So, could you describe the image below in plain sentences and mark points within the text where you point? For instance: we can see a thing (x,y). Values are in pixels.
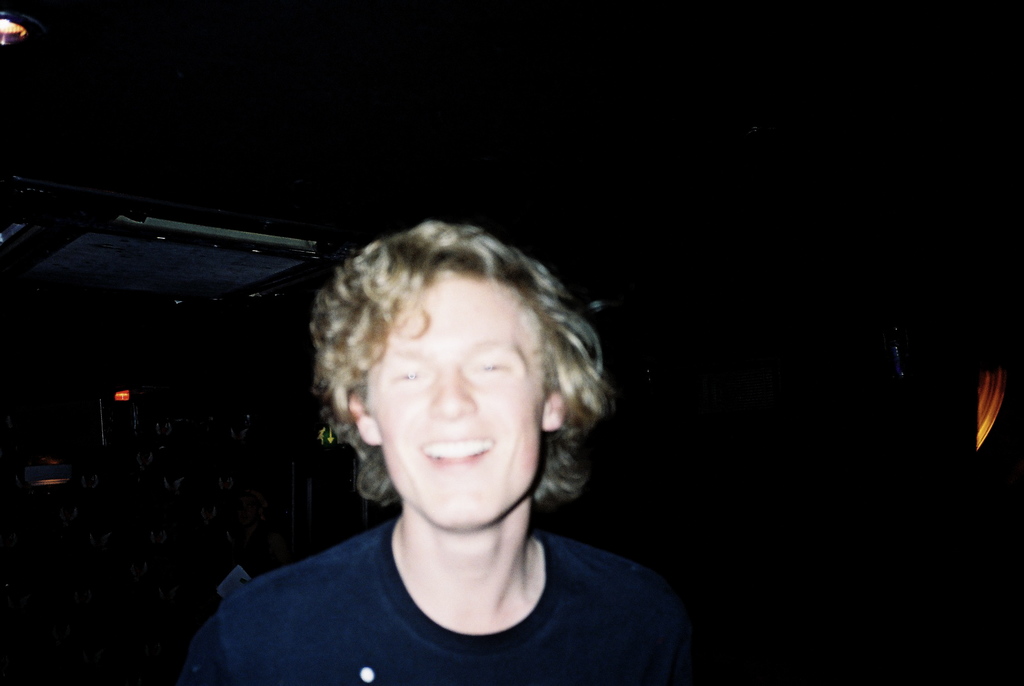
There is a person (506,475) presenting in this picture. There is a black background (441,104) behind this person (417,495).
